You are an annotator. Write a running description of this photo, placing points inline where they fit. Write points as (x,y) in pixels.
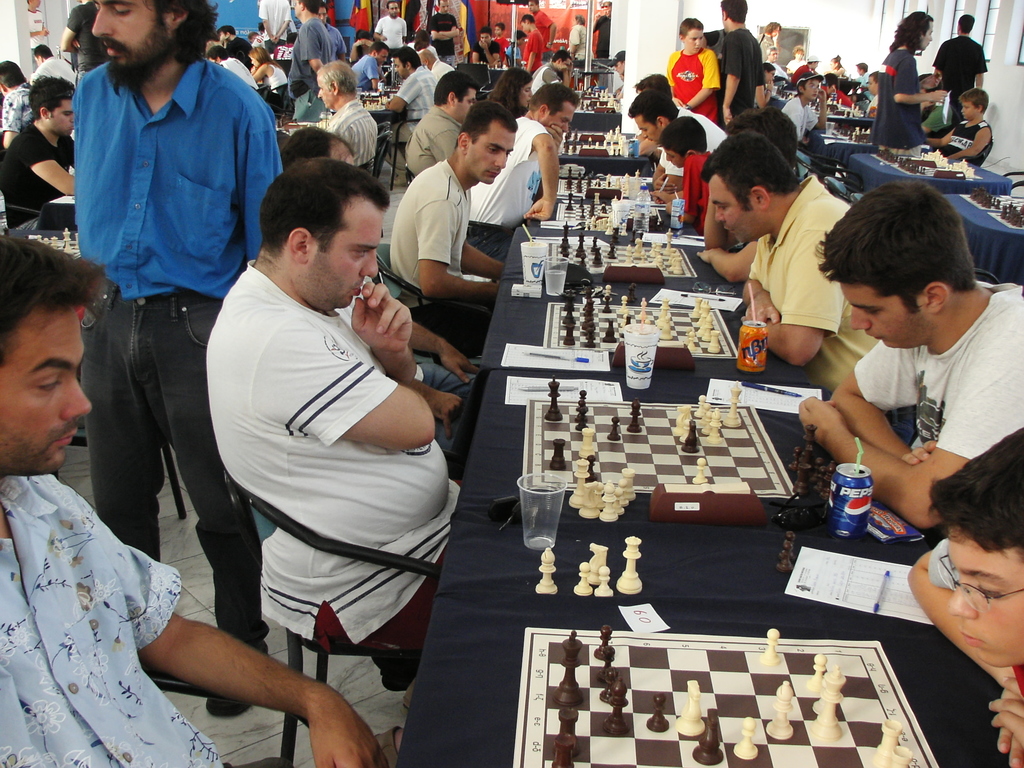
In this image there is a group of persons (353,495) are playing a chess game (686,416). On the left side (133,142) there is a man (210,230) who is wearing a blue shirt (177,241) and the top right corner we can see a windows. On the table (789,528) there is a glass (536,514), chess board (645,659), chess coins (594,569), coke (839,528), paper (838,555), pen (562,389) and a tablecloth (478,606).
